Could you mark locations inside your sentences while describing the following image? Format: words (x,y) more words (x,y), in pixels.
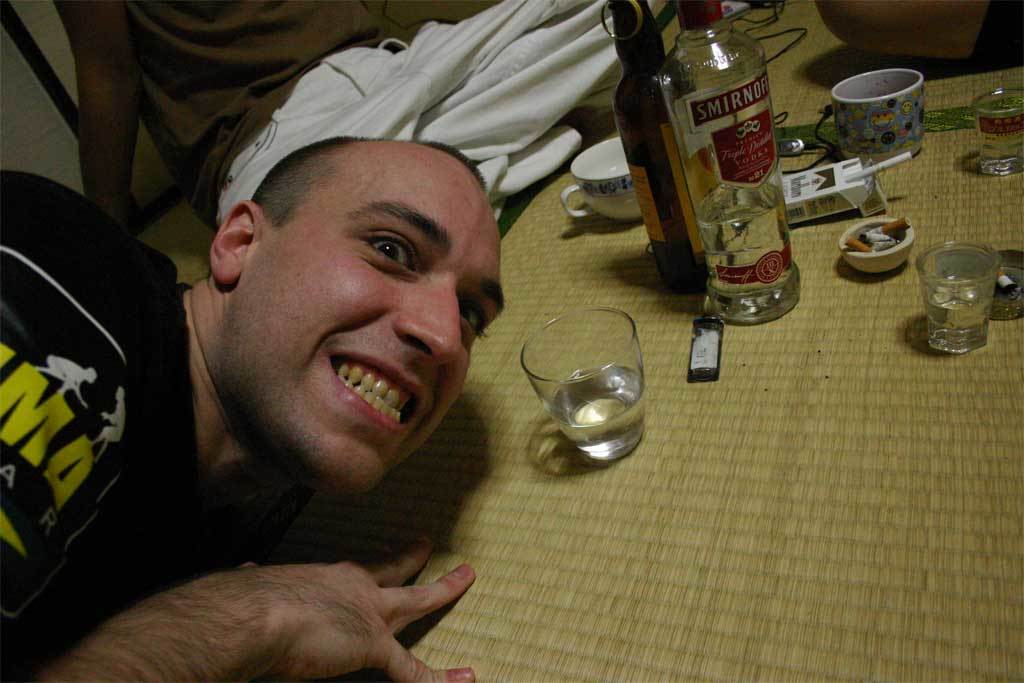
In this picture we can see a man (378,265) who is smiling. These are the bottles (767,158), cups (892,124), and glasses (952,289).
